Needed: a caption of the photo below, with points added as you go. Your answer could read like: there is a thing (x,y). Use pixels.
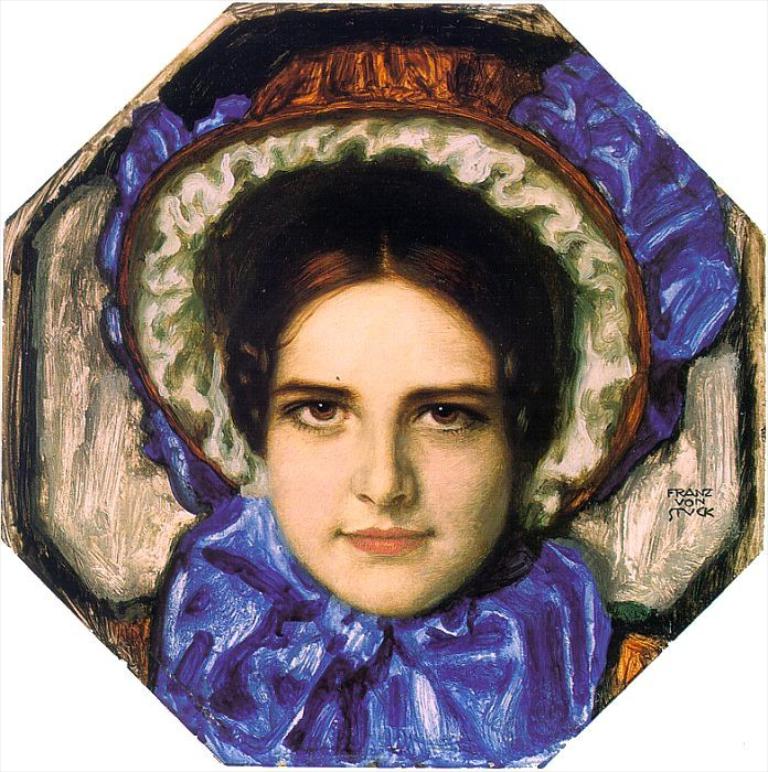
In this picture I can see a painting (530,202) of a woman (672,389) and there are letters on the painting (367,289).
